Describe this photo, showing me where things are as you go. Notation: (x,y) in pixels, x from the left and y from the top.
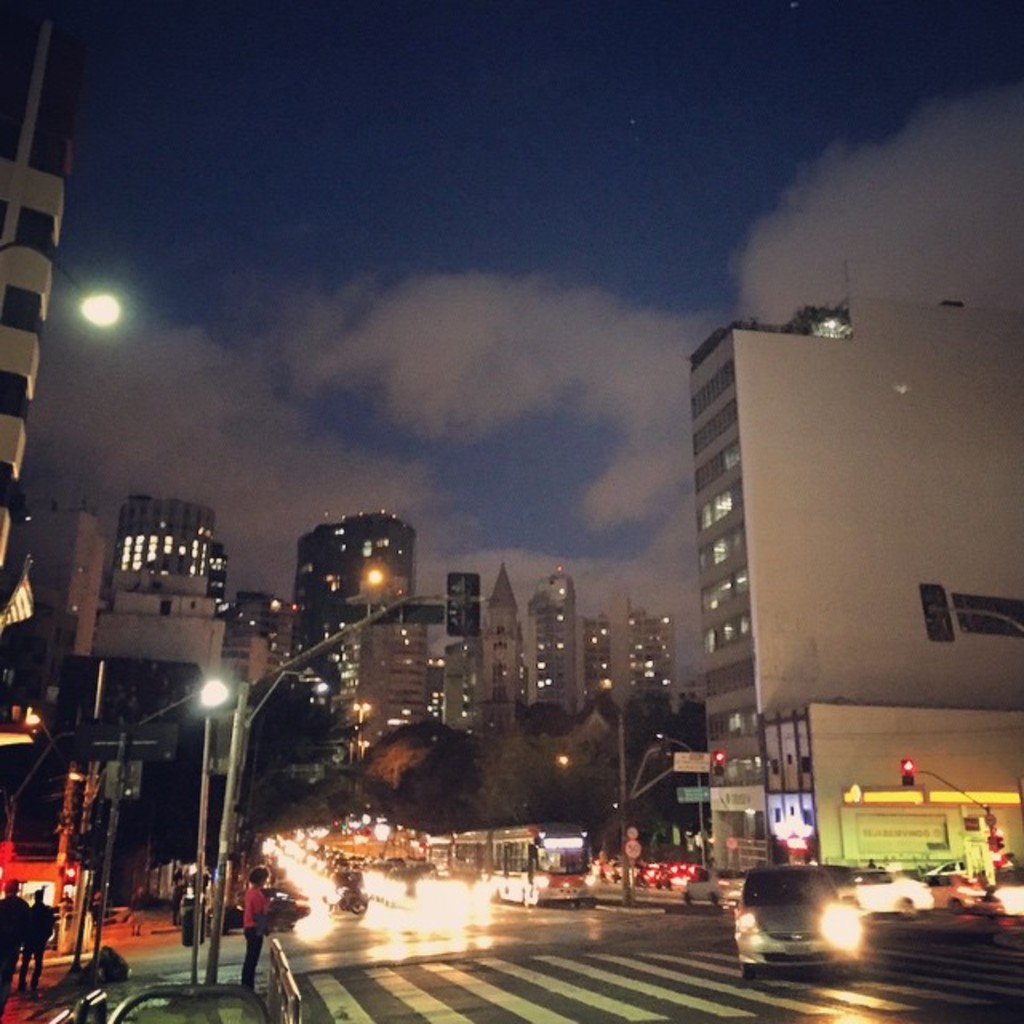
In this image we can see buildings (533,655), poles (79,965), trees (393,766), boards (932,798), lights (800,830), and people (269,907). There are vehicles (473,921) on the road (466,955). In the background (487,343) there is sky (504,434) with clouds (952,206).
